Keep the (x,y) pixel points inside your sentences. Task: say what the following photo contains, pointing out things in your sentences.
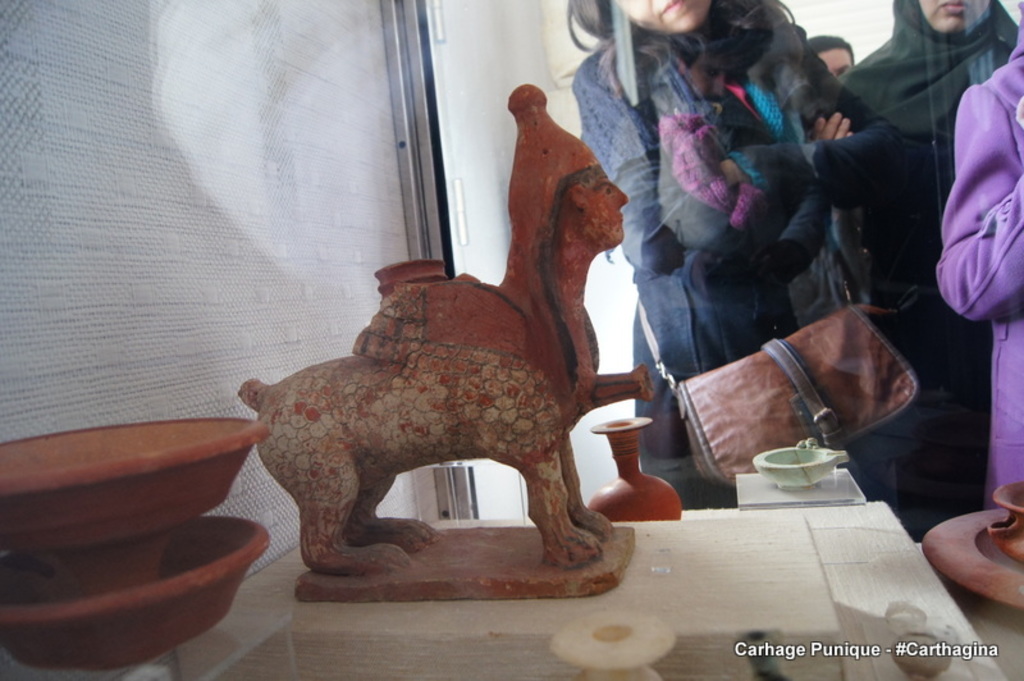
In this image I see sculptures (749,642) and few people (683,307) over here.
